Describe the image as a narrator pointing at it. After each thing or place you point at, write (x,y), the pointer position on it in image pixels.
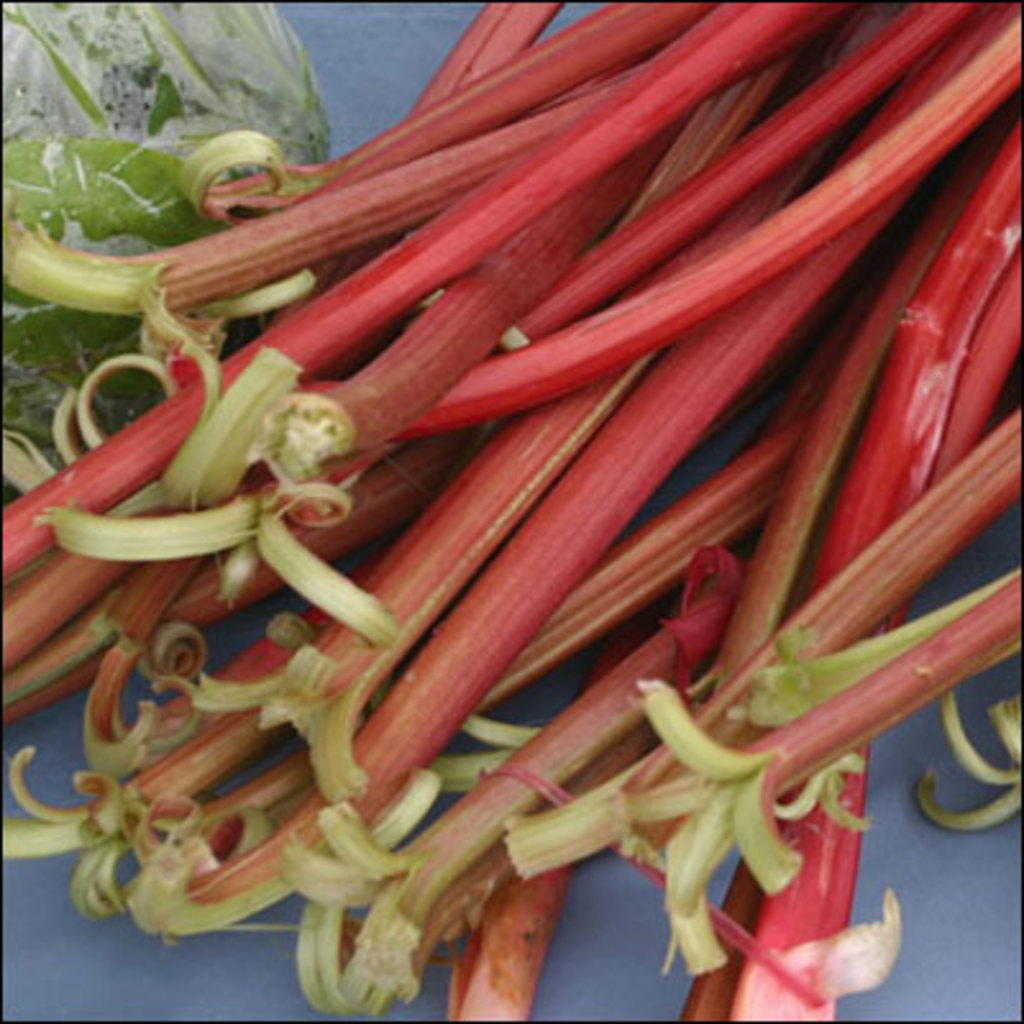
In this image we can see some garden rhubarbs (331,409) on a blue colored surface (393,67).
